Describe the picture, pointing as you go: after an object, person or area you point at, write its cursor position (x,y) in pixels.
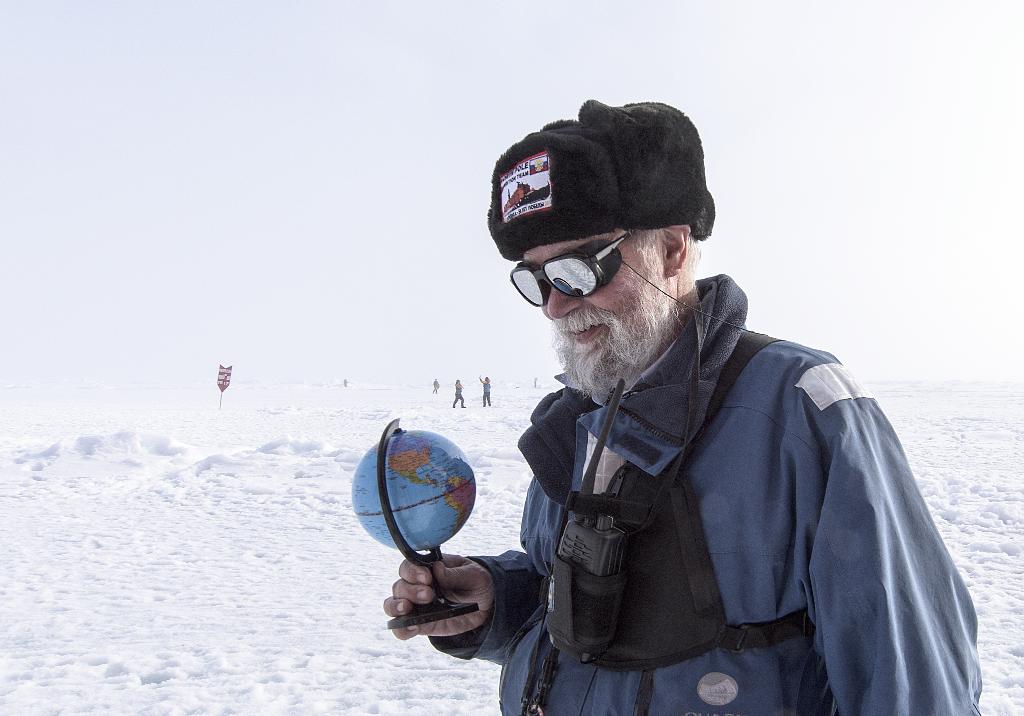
In this picture we can see a man (587,428) with a cap (573,192), goggles (577,286) and a walkie-talkie (589,550). He is holding a globe (473,481). Behind the man (610,399), there is an object (220,384), people (459,384) and snow (419,395). At the top of the image (209,115), there is the sky (164,92).
